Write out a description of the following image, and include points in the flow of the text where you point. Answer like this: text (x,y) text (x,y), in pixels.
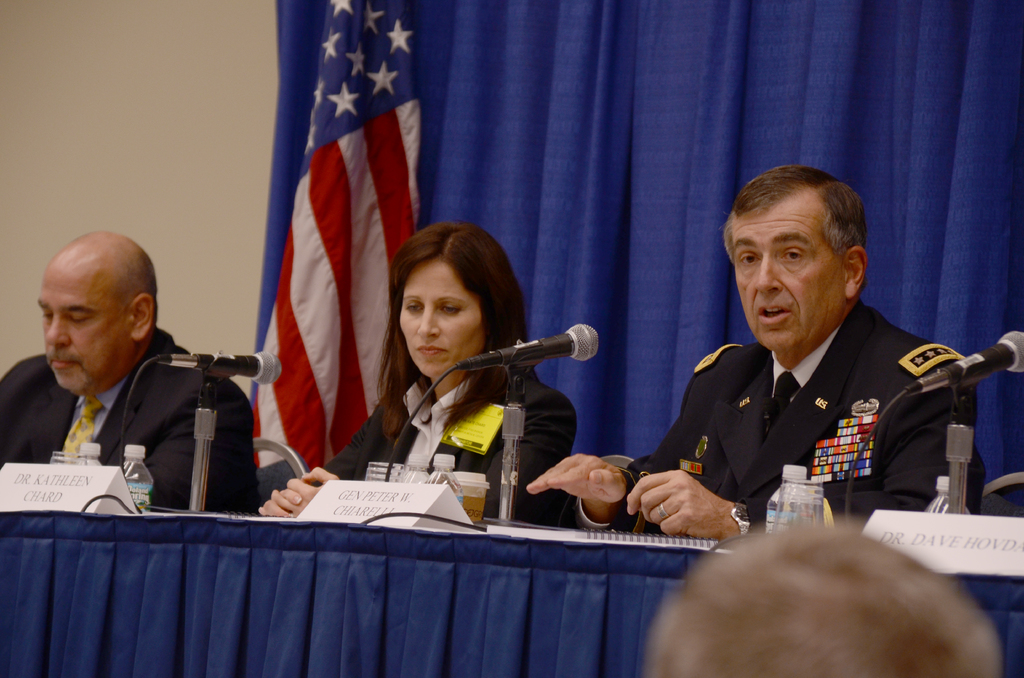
In this image in the front (684,615) there is an object (814,616) which is brown in colour. In the center (513,451) there is a table (348,556) which is covered with a blue colour cloth (421,542) and on the top of the table (464,543) there are boards (122,484) with some text (77,489) written on it, there are bottles (143,463), mics (196,472) and behind the table (304,523) there are persons (530,429) sitting. In the background (355,196) there is a flag (368,178) and there is a curtain (646,168) which is blue in colour.
